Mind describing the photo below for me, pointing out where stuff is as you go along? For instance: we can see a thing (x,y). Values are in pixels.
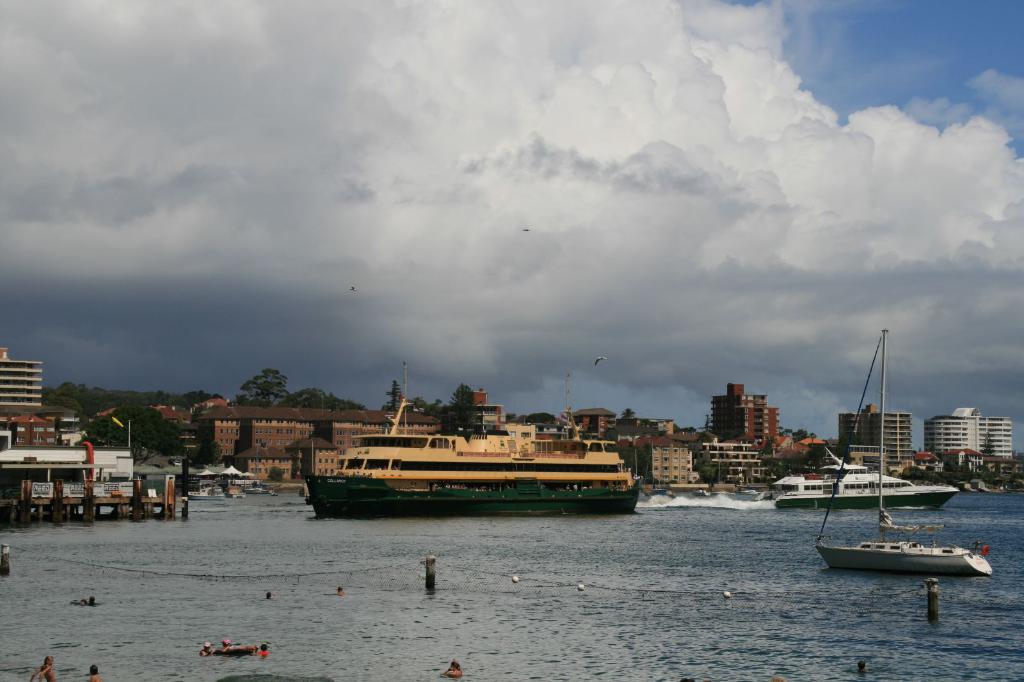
In this picture there are ships (533,459) in the image, on the water (607,545) and there are buildings (26,382) and trees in the background area of the image (966,418) and there is sky (45,113) at the top side of the image (68,118).
